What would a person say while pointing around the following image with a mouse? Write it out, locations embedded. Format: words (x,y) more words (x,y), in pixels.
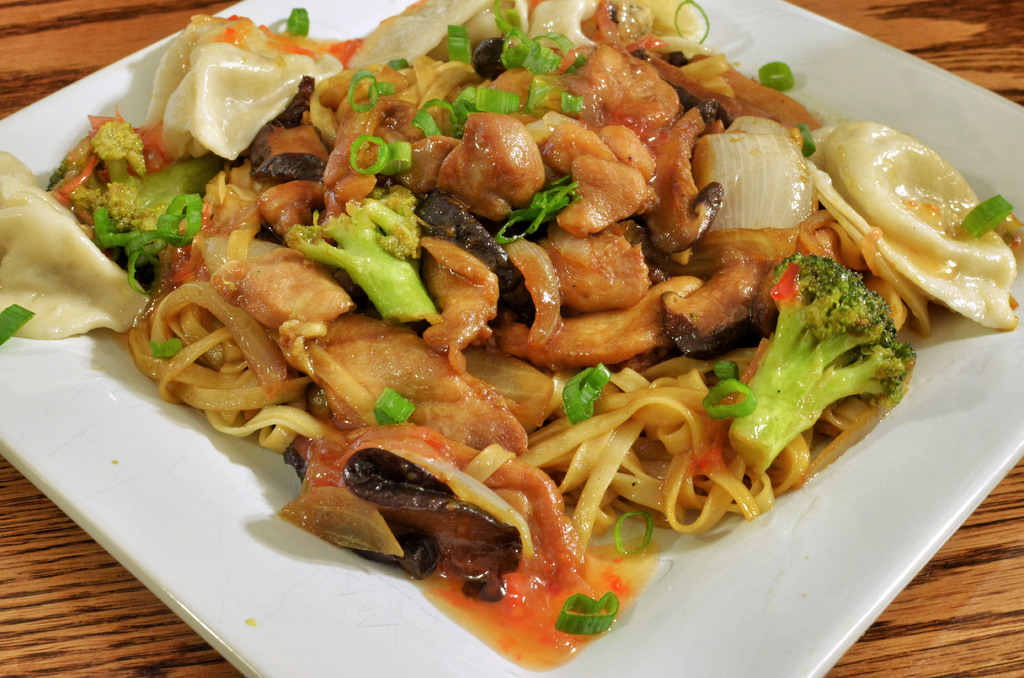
In the foreground of this image (178,383), there are pieces of broccoli (377,266), spring onions (571,397) noodles (685,416), onion (775,175) etc are on a white plate (768,570) which is on a wooden surface (948,638).
